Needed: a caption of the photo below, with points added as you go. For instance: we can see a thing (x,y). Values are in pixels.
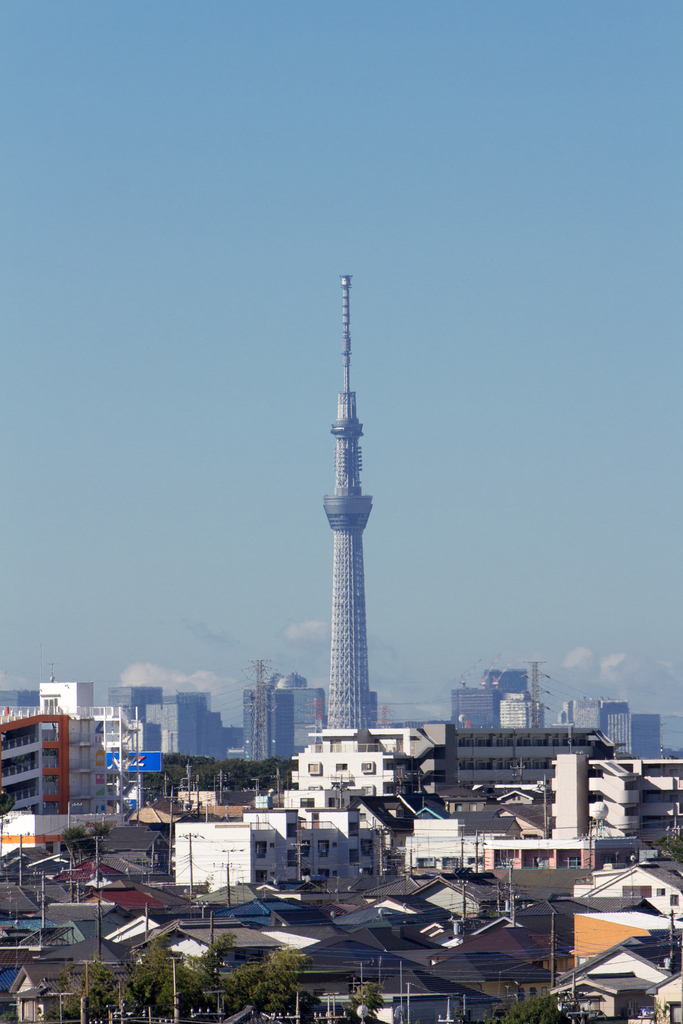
The picture is aerial view of a city (27,880). In this picture there are buildings (255,851), trees (209,958), poles (95,861) and a skyscraper (343,614). Sky (240,524) is sunny.
